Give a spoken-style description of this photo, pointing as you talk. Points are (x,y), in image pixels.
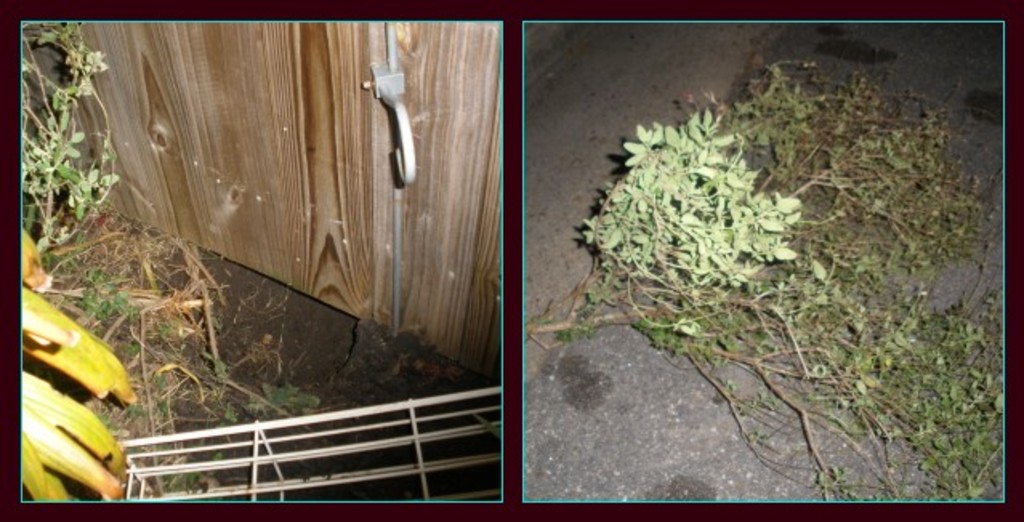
This is a collage picture, in this picture we can see a wooden board (426,266), plants (835,190).
